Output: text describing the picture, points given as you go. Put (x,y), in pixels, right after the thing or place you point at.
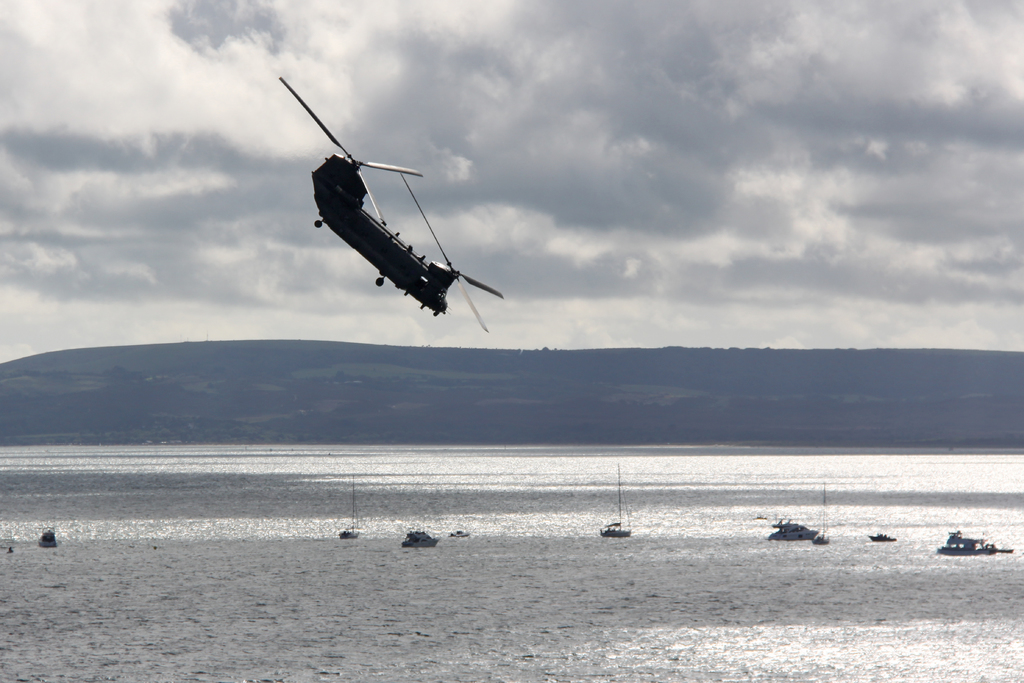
In this image there is helicopter (379,281) flying in the air (241,213). At the bottom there are few boats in the water (593,501). In the background (700,394) there are hills (700,394). At the top (710,143) there is the sky (710,143).
